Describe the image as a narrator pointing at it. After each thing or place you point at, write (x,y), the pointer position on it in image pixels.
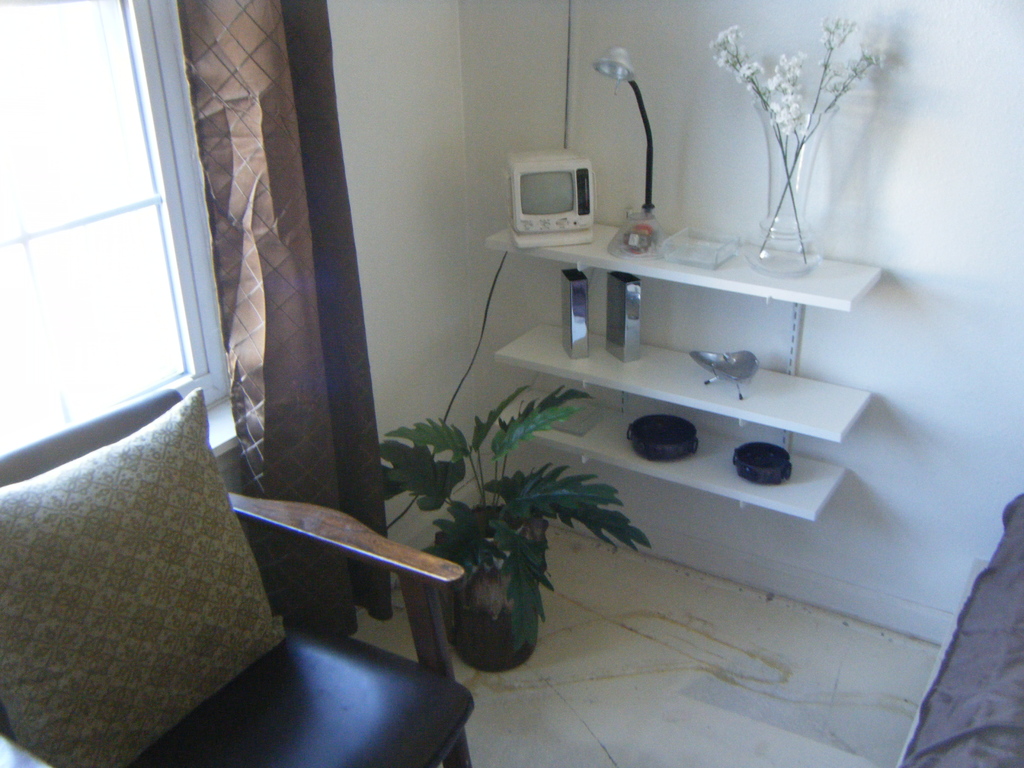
In this image there is a window (49,296), curtain (202,42), chair (455,686), pillow (10,711), plant (483,444), and there is a flower vase (797,193), lamp (657,248) and some other items (677,249) on the racks (621,380).
